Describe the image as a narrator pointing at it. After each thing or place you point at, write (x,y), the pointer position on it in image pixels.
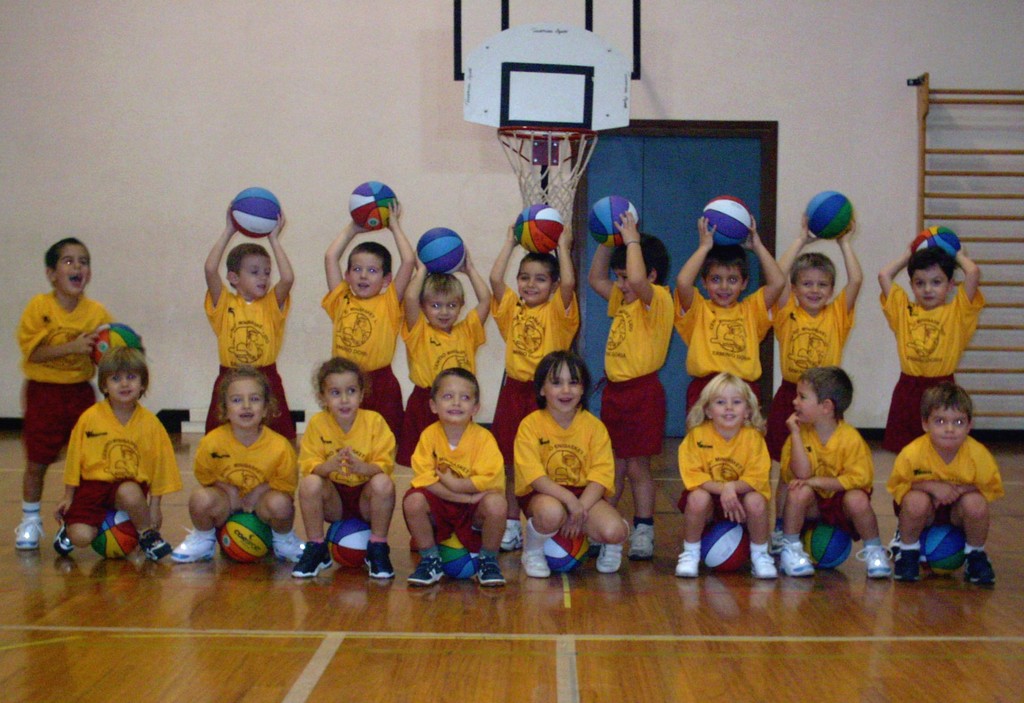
In this image I can see two rows of kids (559,295) in the first row kids (946,401) are sitting on their balls (584,537). In the second row kids (64,278) are holding balls (599,214) in their hands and standing. Behind them I can see a basketball basket (515,156) and a door (693,172).
